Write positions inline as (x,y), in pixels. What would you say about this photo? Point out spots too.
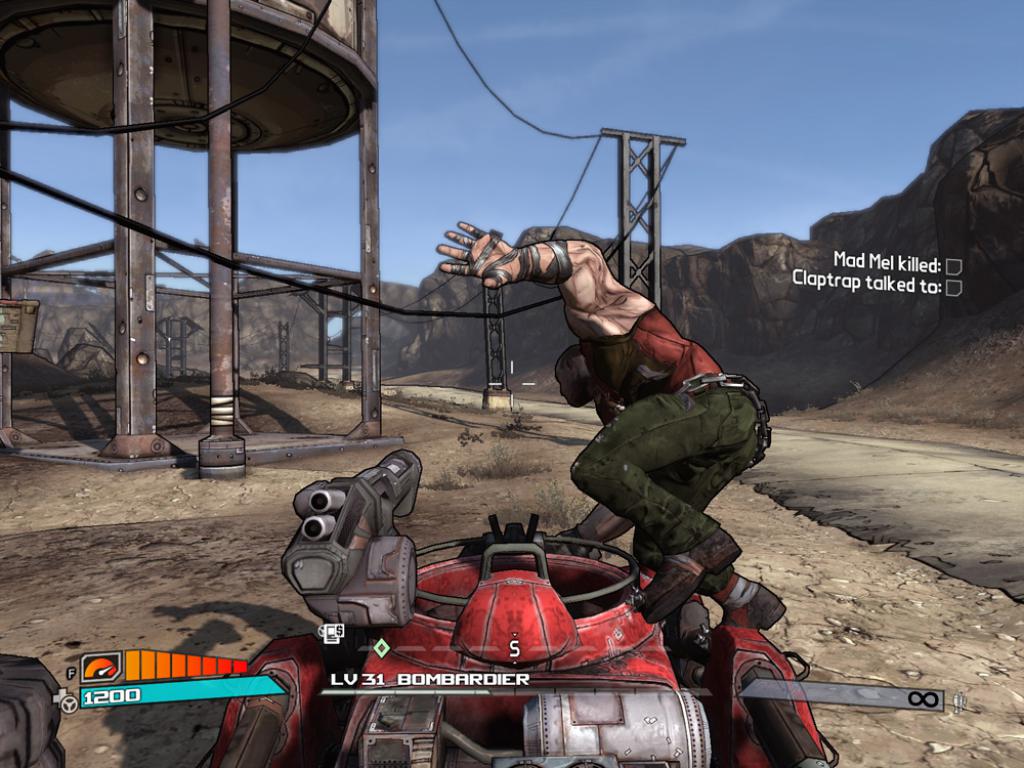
In this image we can see the screenshot of a video game. In this image there is a person (634,521) climbing on a vehicle (515,708), in front of him there are mountains (875,236), a utility pole (657,292) and tanker (212,387). In the background (757,180) there is the sky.
